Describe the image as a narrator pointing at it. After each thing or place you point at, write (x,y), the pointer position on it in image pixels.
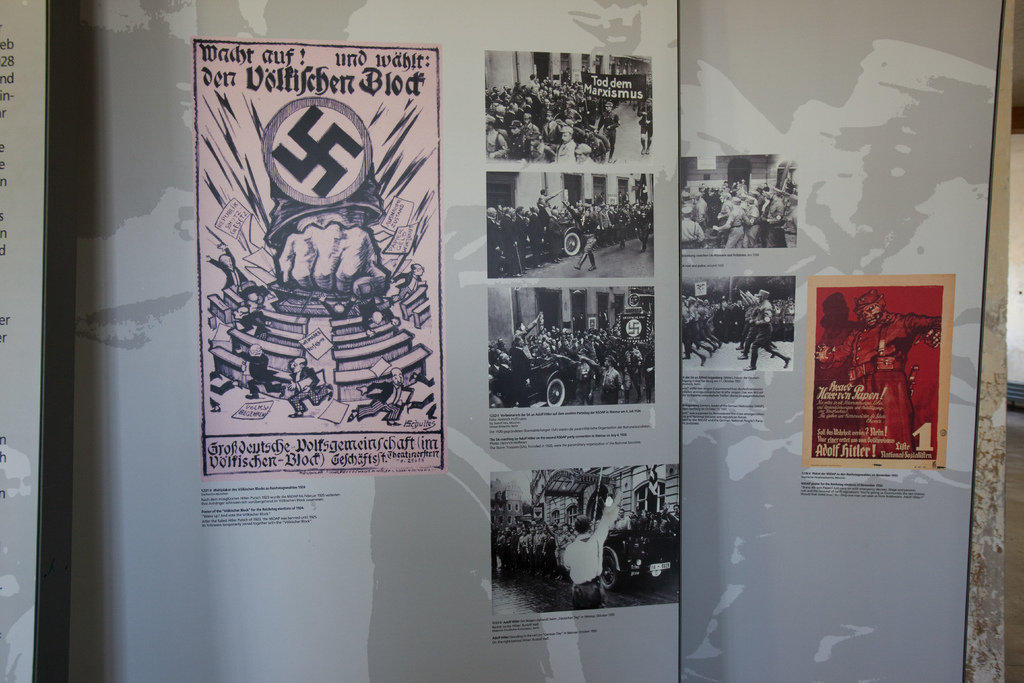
The picture consists of banners (815,215), in the banner (946,601) there are posters (325,237) of the Nazis and there is text (220,494). On the right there is a red poster (862,327).
